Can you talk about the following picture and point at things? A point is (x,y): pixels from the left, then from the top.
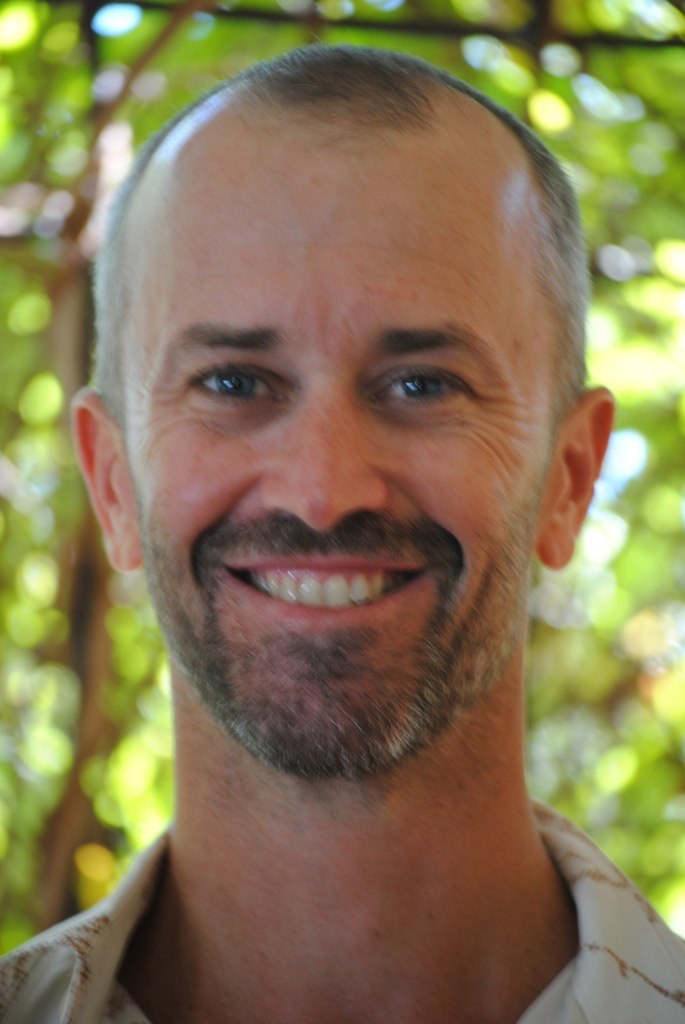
In this image I can see the person (389,1001) and the person (626,986) is wearing white color shirt (637,982). In the background (630,262) I can see few plants (32,55) in green color.
